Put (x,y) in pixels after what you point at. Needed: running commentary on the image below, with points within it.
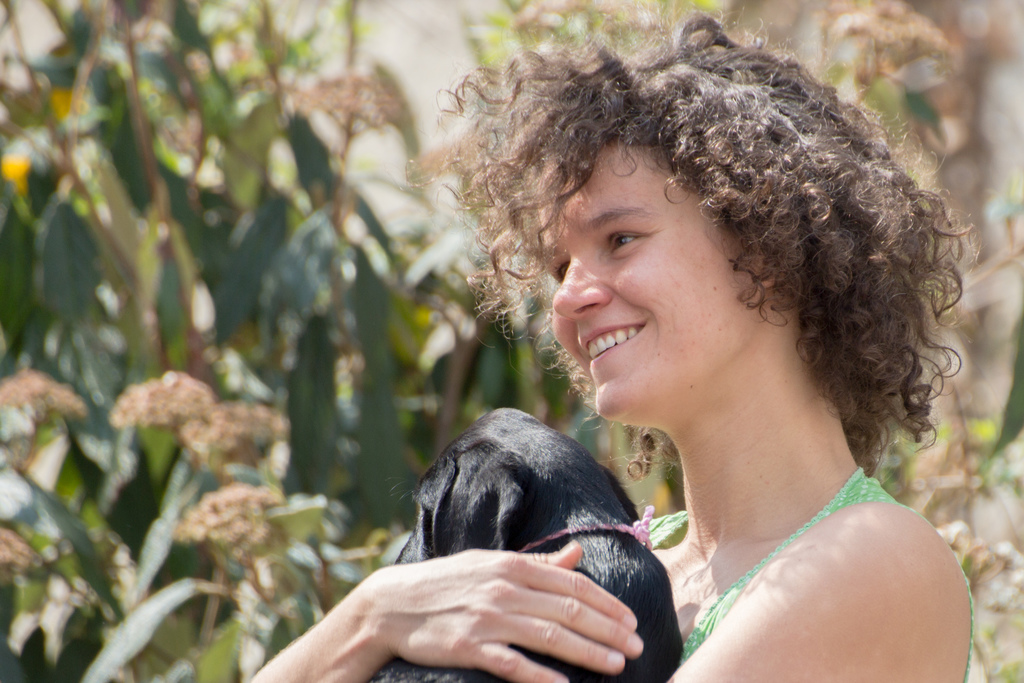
There is a lady (818,520) with green color top (830,515) holding an animal (510,490) in her hand (590,585). She is smiling. In the background (345,336) there are many plants (231,327). She is having curly hair (905,322).
